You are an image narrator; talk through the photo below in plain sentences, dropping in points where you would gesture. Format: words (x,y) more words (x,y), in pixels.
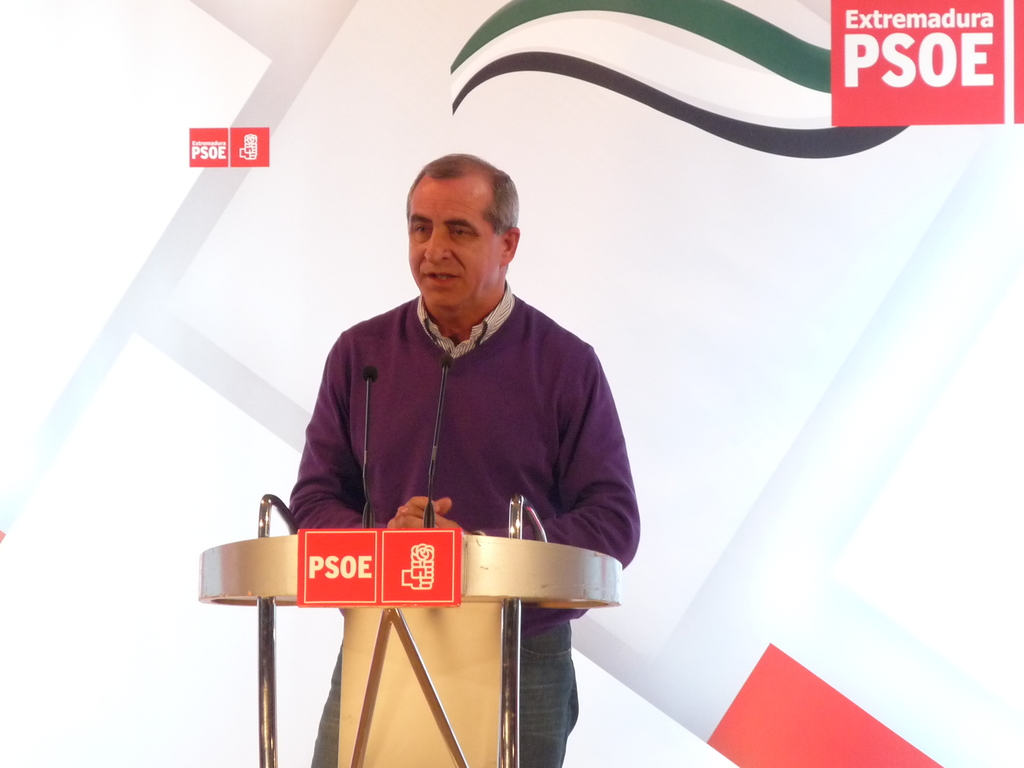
In the foreground of this picture (518,367), there is a man (522,405) standing near a podium (437,611) along with mics (435,446). In the background (522,116), there is a white banner (376,147) and few logos (923,75) on it.
